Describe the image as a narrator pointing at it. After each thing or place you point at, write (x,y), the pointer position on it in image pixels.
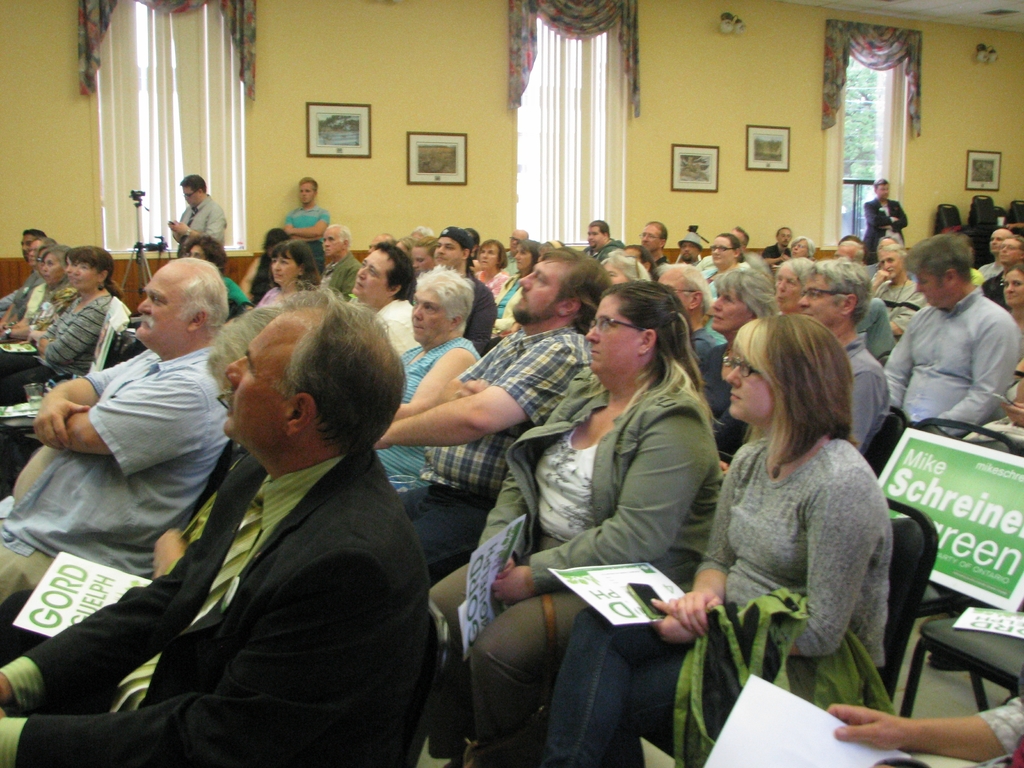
In this image I can see a group of people (508,467) are sitting on the chairs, at the top (437,156) there are curtains (250,3) and photo frames (366,128) on the wall (395,143).
